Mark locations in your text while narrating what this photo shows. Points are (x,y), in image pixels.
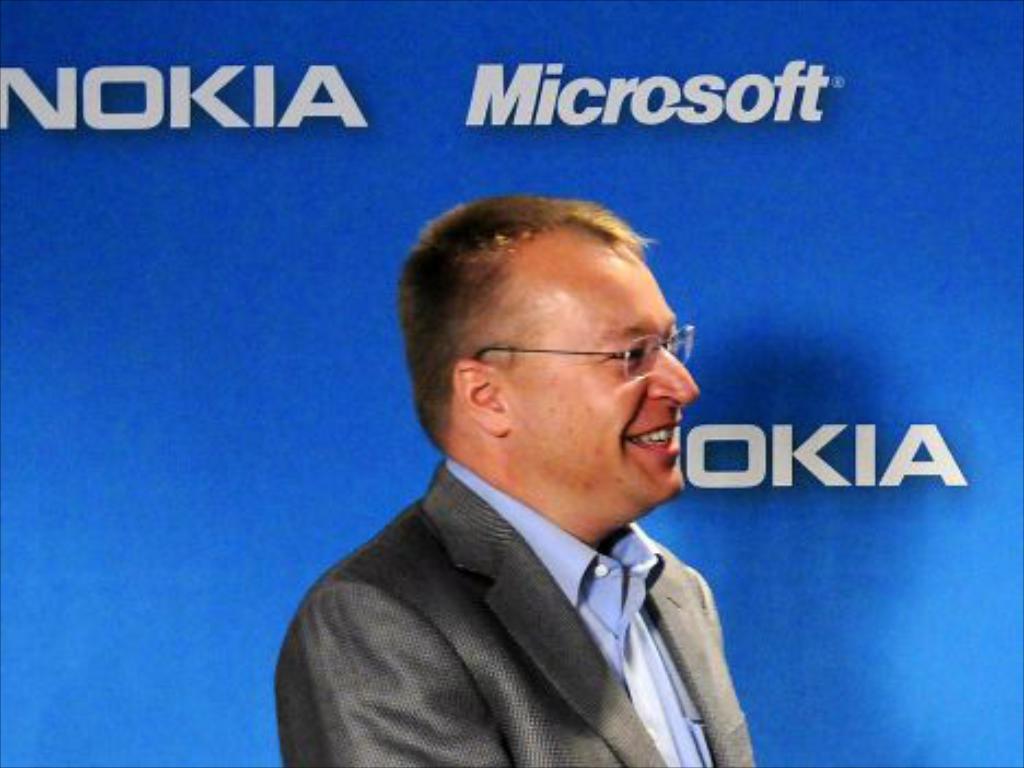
There is a man (525,495) wearing specs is smiling. In the back (287,212) there is a blue wall (297,324) with something written on that.
